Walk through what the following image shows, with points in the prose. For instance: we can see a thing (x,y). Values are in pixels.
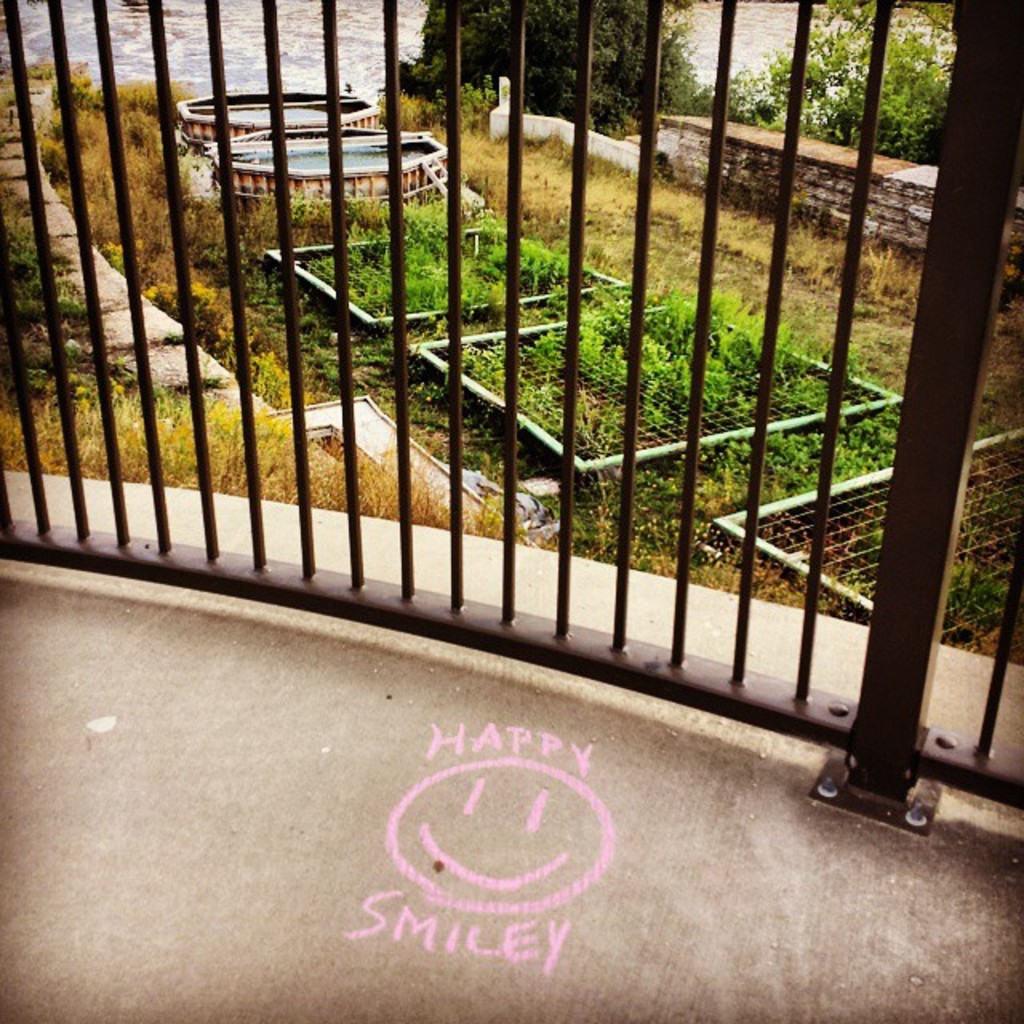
In this image we can see grilles (167,522) and there are plants (694,306). In the background (537,40) there are trees (536,58) and we can see walls (101,314).
